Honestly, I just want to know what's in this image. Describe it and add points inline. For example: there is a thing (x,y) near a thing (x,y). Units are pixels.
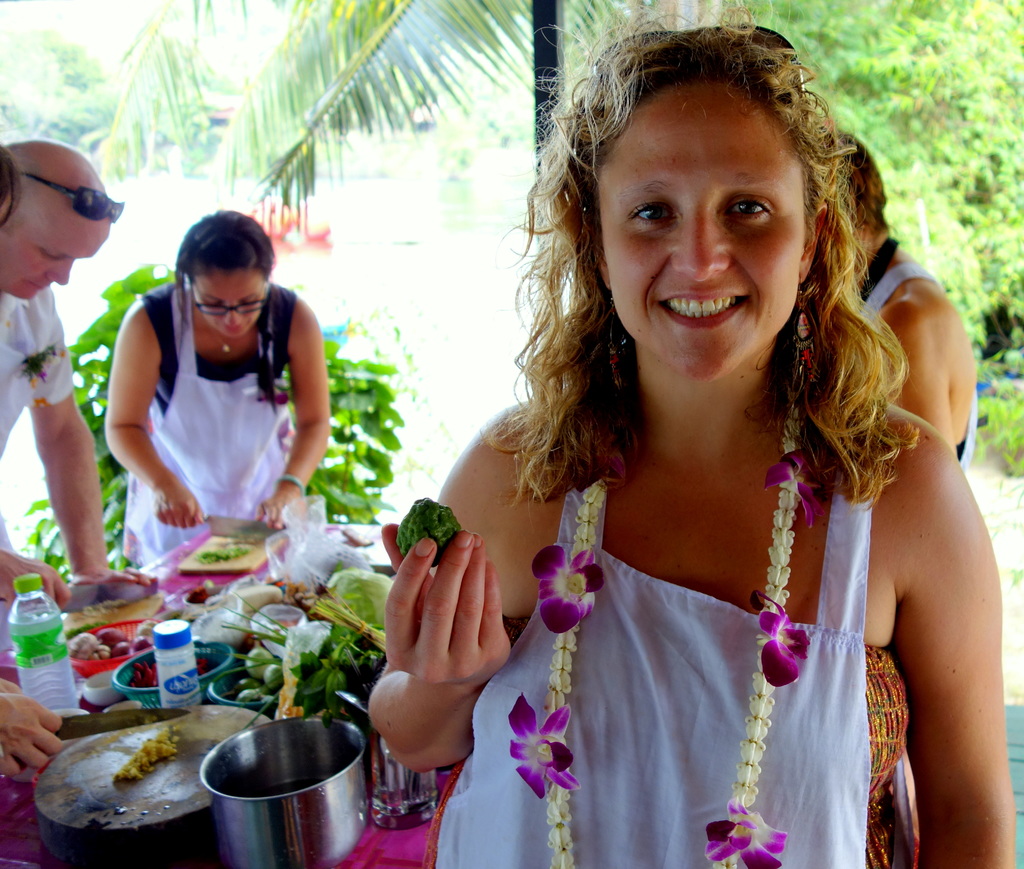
In this picture we can see a woman (873,562) wearing a garland (568,802) and smiling. She is holding a food item (409,518) in her hand (483,665). There is a bottle (65,684), kitchen vessels (110,672), food items (255,646) in the baskets (125,633), wooden objects (102,614) and other objects (267,581) are visible on the table (267,581). We can see a man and a woman (245,483) holding knives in their hands (291,494). There is a rod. We can see some plants (365,440) and trees (870,81) in the background (843,77).
